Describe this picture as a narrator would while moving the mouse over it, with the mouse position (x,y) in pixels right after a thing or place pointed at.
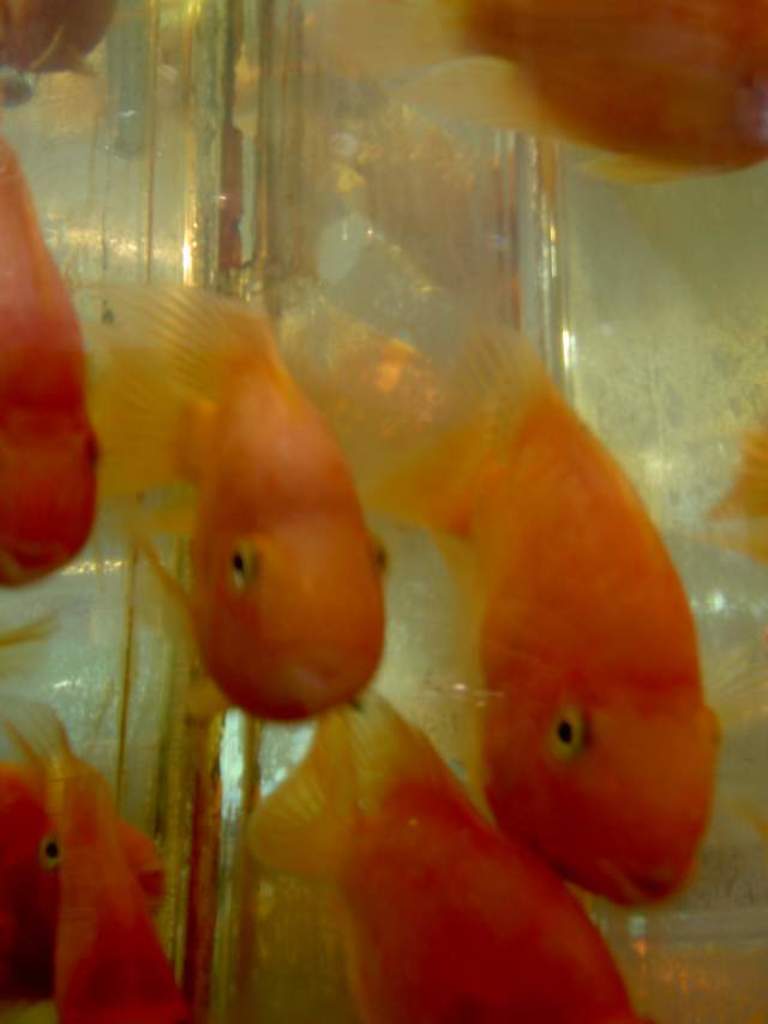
In this image we can see golden fish (311,750). In the background (305,67) it is blur.
